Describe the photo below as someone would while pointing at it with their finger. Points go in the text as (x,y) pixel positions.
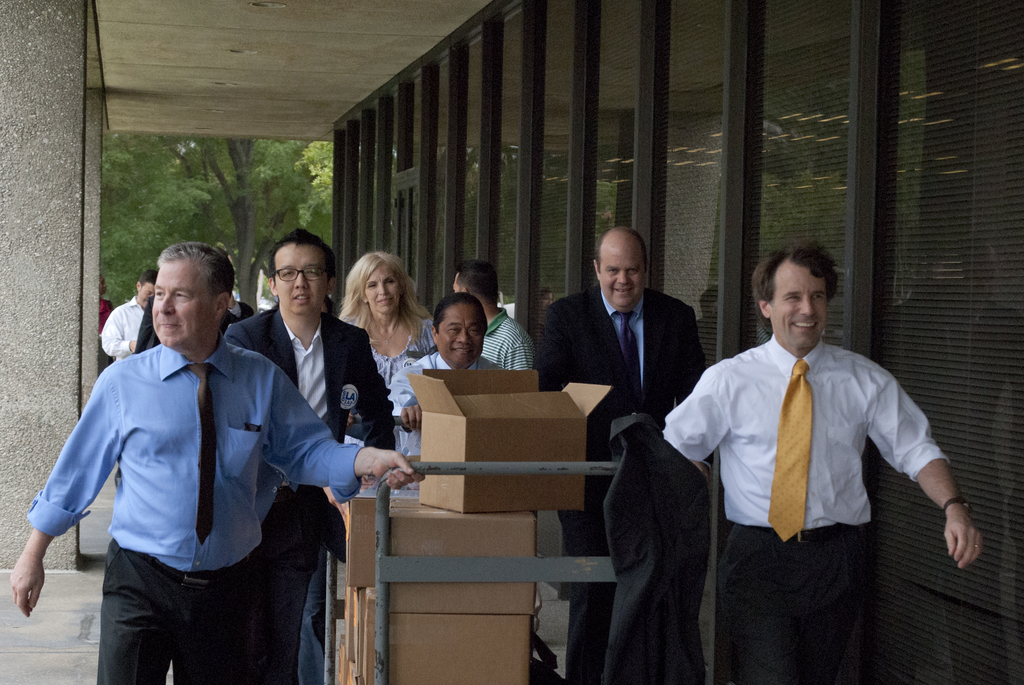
There are persons (175,248) in different color dresses (841,403) on a floor (87,640), building (384,9) which is having pillars (48,155) and glass windows (949,104). Some of these persons (758,506) are holding a trolley (384,485), on which there are boxes (525,524). In the background (297,208), there are trees (293,189).
